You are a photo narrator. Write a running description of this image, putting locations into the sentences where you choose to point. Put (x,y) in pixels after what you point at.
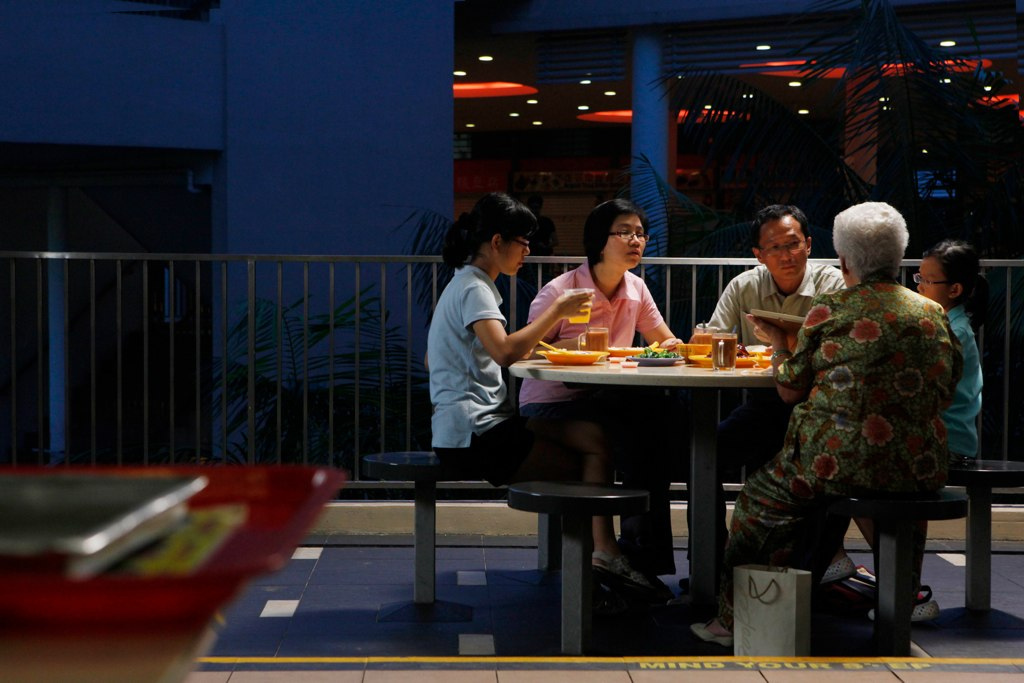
In the image we can see there are people (746,317) who are sitting on chair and there are glass (719,335) and bowl (756,362) in which there are food items (703,349) and on the floor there is a cover (760,609) and on the other table (125,529) there is tray (232,536) and a girl (483,302) is holding glass (587,311) in her hand (577,310). On the other side there is a building (425,167) and there are trees (849,59).
